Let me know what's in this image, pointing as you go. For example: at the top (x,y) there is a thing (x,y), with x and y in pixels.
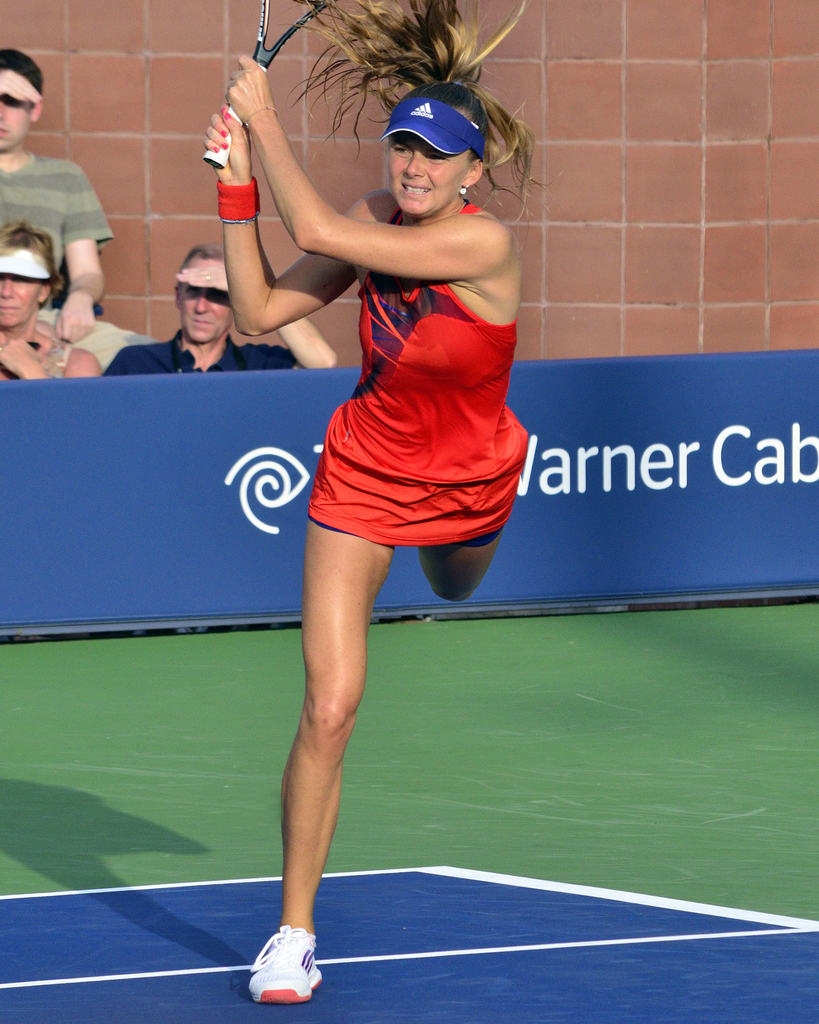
In this picture we can see a woman (235,303) playing on the ground (449,837). Even we can see three persons (1,155) on the background (9,50). And there is a wall (681,239). And this is the hoarding (699,556).
